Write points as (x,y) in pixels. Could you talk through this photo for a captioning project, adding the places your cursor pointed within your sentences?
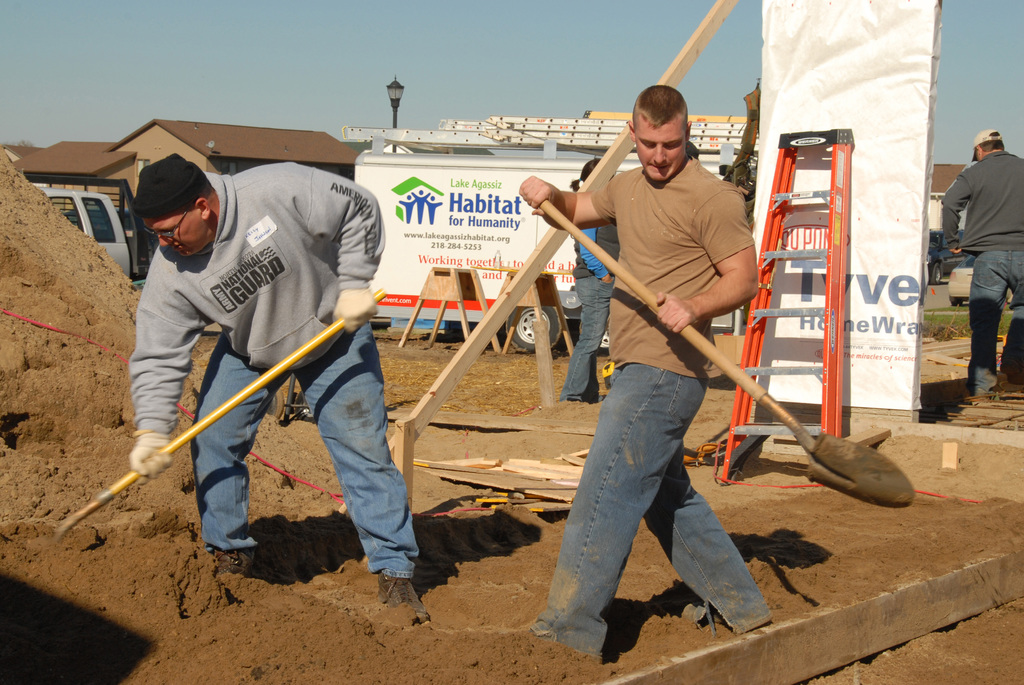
In the foreground of the picture (373,201) there are men (378,439) taking sand (64,551) using shovels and there are some wooden objects (542,286) also. In the center of the picture (505,244) there are vehicles (399,154), houses (231,145), street light (396,92), board (862,195), ladder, people (974,299), grass (958,307) and various objects (434,135). In the background (537,48) it is sky (972,54).
